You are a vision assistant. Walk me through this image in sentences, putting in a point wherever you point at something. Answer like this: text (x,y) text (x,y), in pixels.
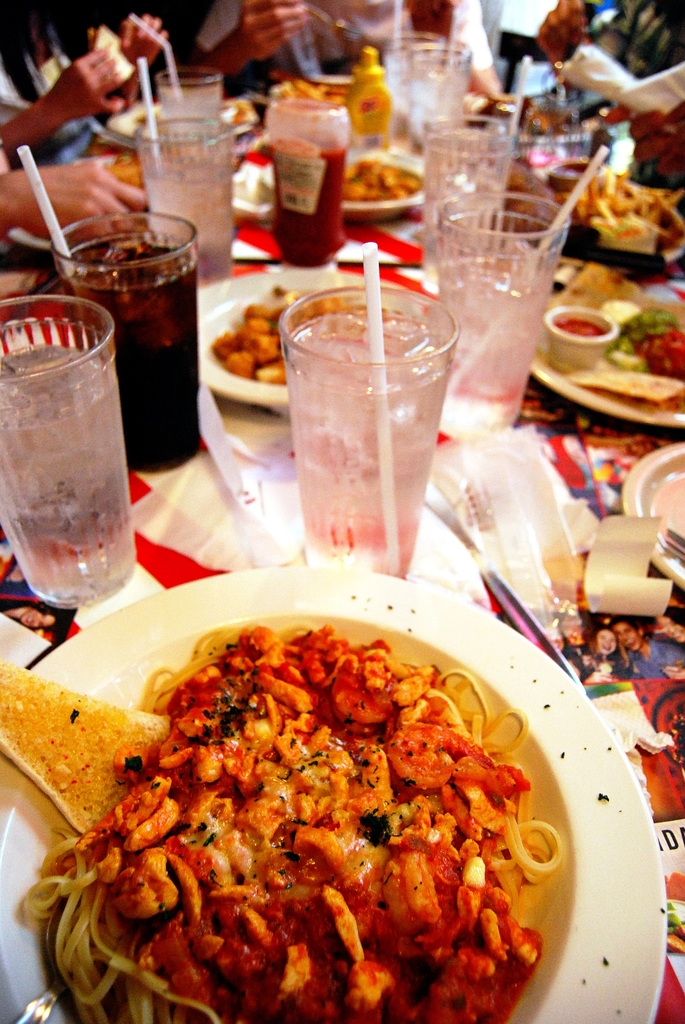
In this image I can see some food item (344,798) in the plate (111,667). I can also see the glasses (390,407) on the table (629,689).
